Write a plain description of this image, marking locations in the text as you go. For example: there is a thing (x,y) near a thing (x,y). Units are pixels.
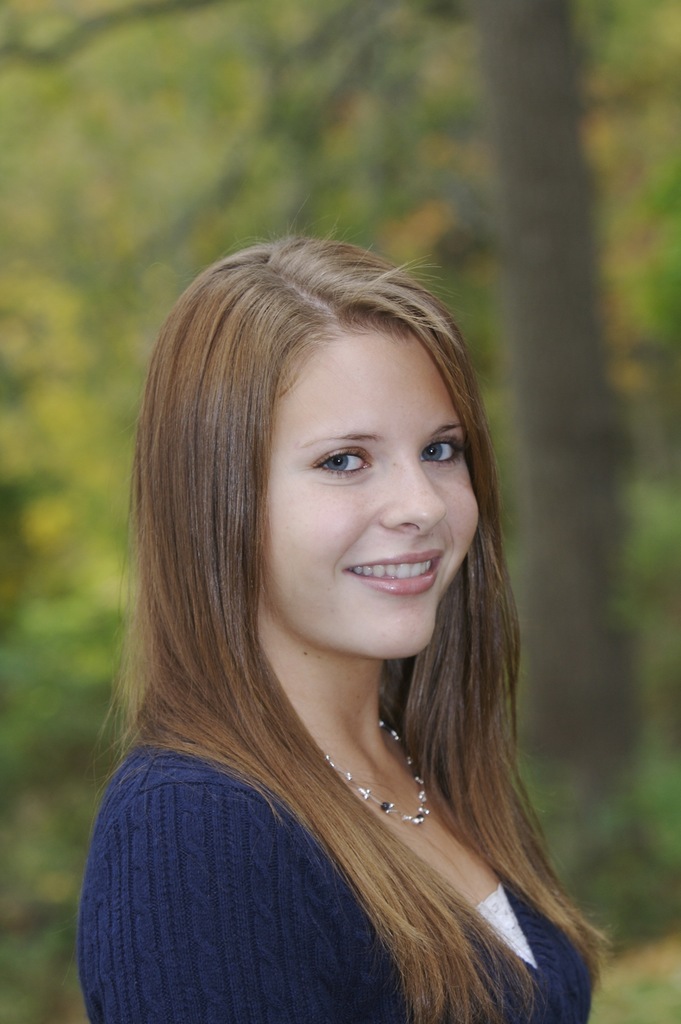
In the center of the image (262,439) we can see a lady (386,681) is smiling and wearing a dress (304,1011). In the background of the image (642,171) we can see the trees (486,308).
